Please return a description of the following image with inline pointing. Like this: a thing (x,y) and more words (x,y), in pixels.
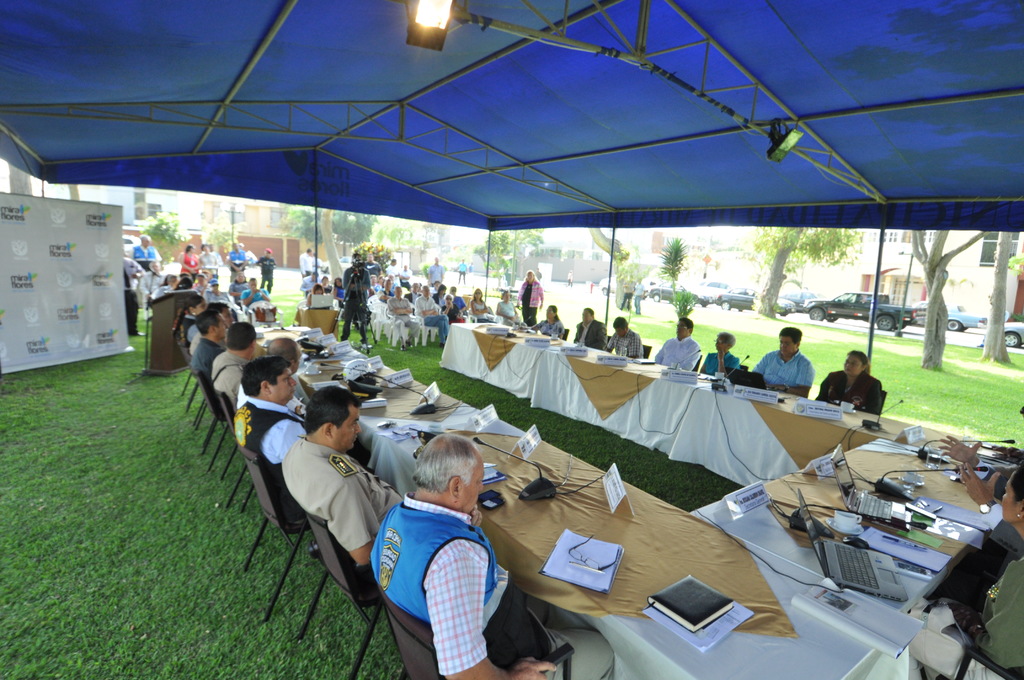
This picture is taken outside under a tent (391,148), The tables (468,362) are arranged in a U shaped pattern and all the people (360,467) are sitting around it. On the table (402,404) there are some books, laptops (820,544), wires (859,474) and boards (809,468). In the center (475,310) there are some people (194,278) sitting on chairs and one person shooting on a camera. Towards the right (702,240) there are some trucks (843,303) and buildings (822,279). Towards the left (84,328) there is a board (5,265) and some text (14,288) printed on it. In the top (306,56) there is a blue tent (498,41) and a light (434,2).
